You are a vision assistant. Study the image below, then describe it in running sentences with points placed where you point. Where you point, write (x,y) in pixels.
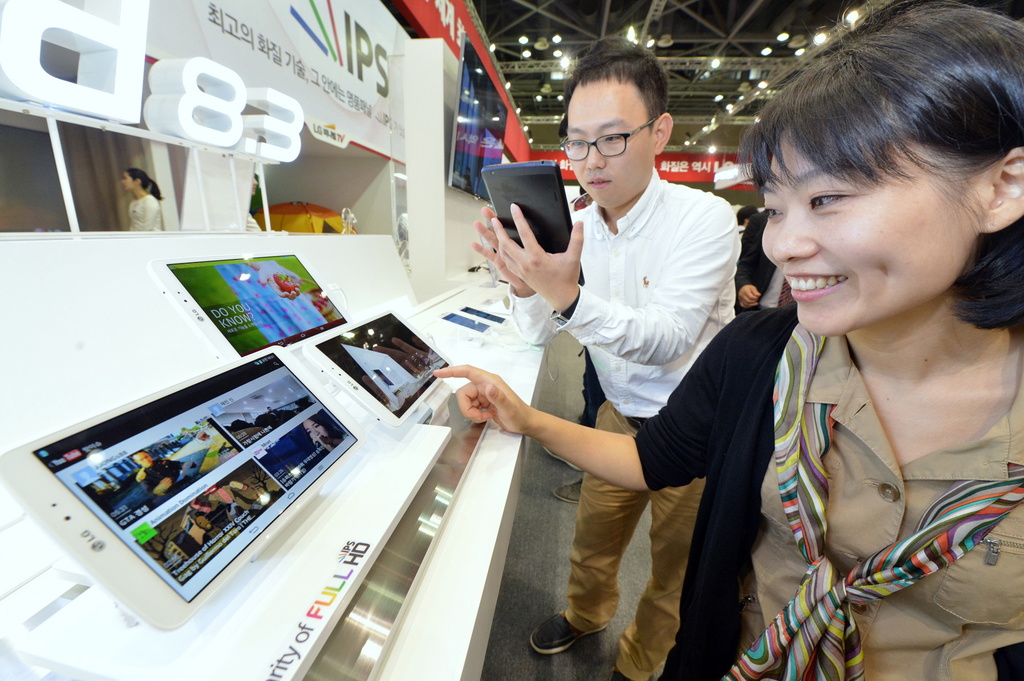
In the image we can see there are people (709,409) standing and there is a man (533,239) holding tablet (547,220) in his hand (545,254). There are tablets (368,368) kept on the rack (23,562) and there are lightings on the top (548,41).
